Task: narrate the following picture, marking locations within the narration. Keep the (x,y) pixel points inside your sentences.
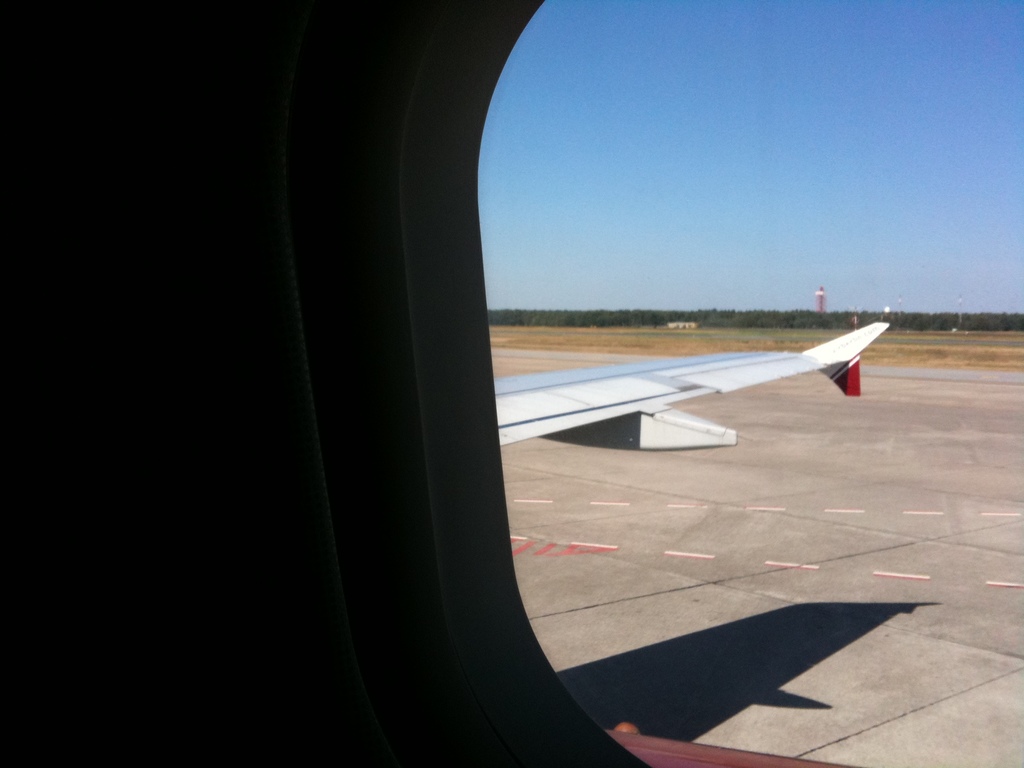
This image is taken in a flight (365,326). On the right side of the image (821,319) there is a window (657,107) and through the window (716,655) we can see there is a runway (746,534). There is a sky (752,160) and in the background (642,311) there are a few trees (658,319) and there is a tower (818,312).
